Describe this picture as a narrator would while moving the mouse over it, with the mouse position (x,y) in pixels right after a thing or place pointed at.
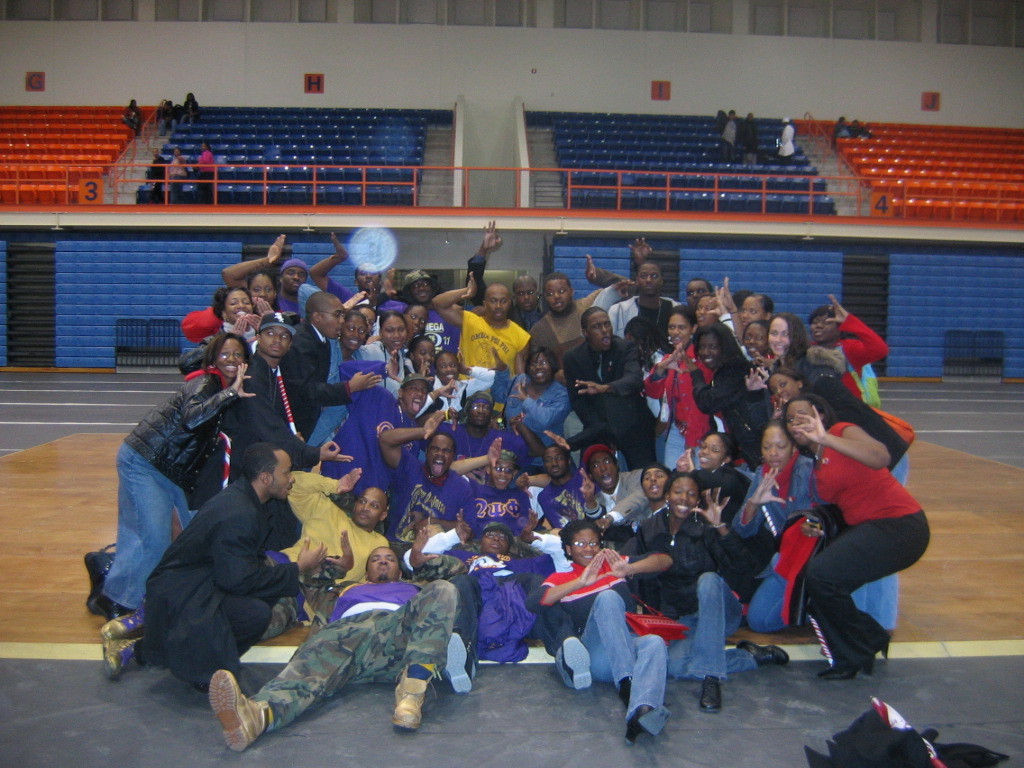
This is an inside view picture of a stadium (837,72). In the background (999,192) we can see the letter boards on the wall (227,47), colorful chairs (58,132) and the people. in this picture we can see the railing (801,193), number boards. This picture is mainly highlighted with the group of people (773,656) giving pose. At the bottom portion of the picture (561,739) we can see the floor (287,636), few objects (660,632).
